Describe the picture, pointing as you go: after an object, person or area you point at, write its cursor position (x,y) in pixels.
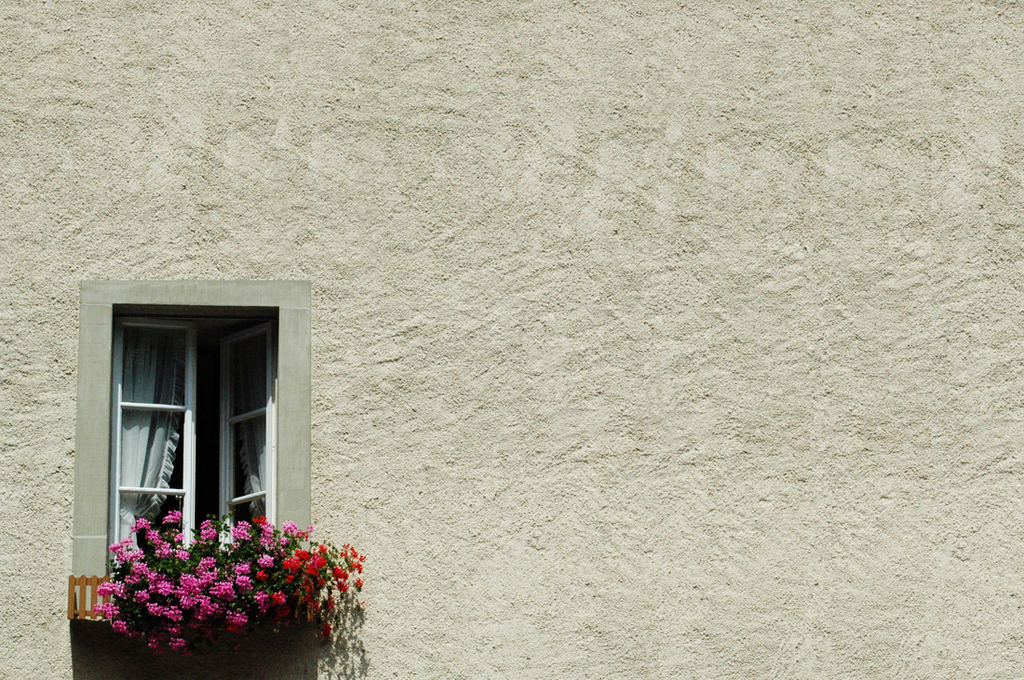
In this image we can see window doors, curtains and plants (317,547) with flowers (206,598) at the window (223,565).
